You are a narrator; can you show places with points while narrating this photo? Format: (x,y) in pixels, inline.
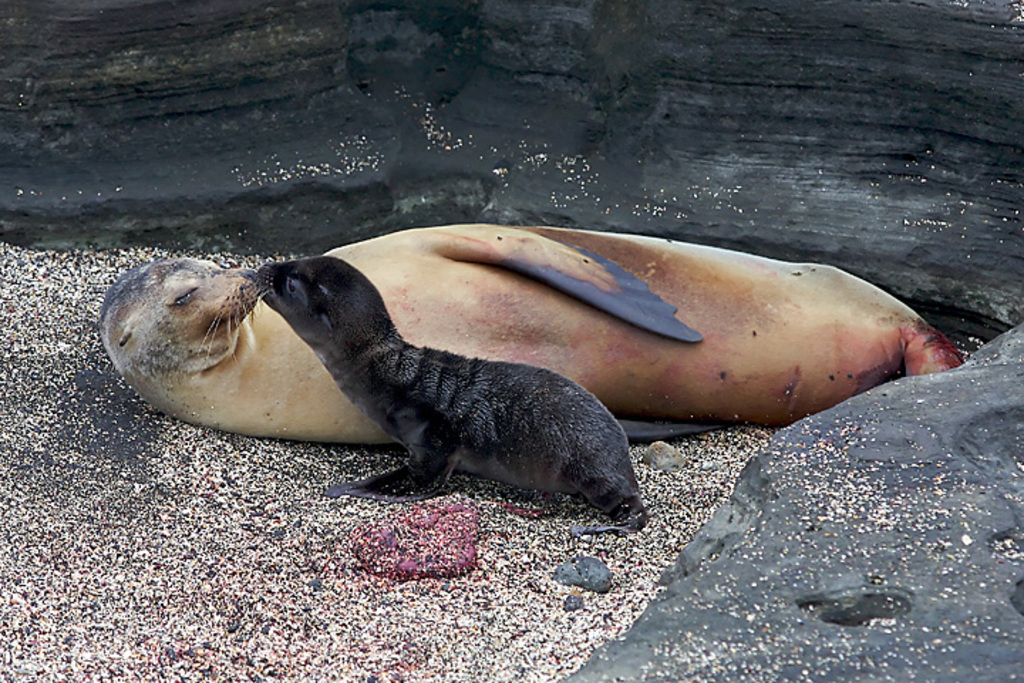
In the image there are two seals (358,310) laying on the side of beach (112,527) and a rock (929,465) on the right side (833,565) and a huge rock (584,171) in the back (601,154).
